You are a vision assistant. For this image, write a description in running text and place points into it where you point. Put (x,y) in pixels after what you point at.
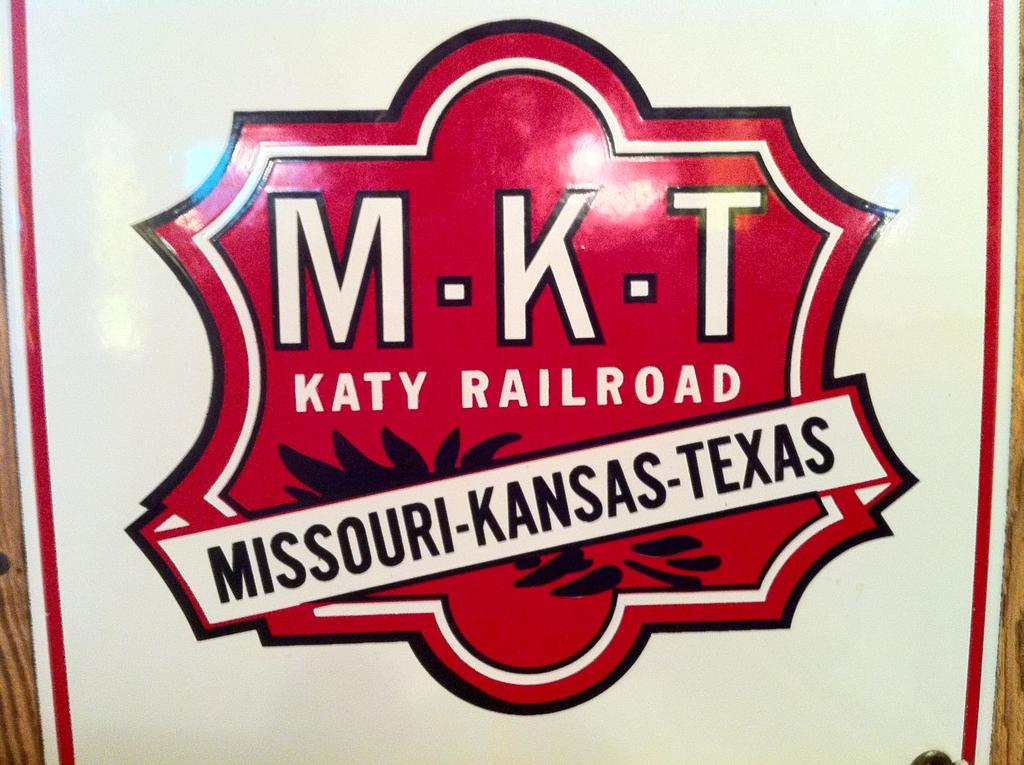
In this image in the foreground (519,560) there is a board (791,327), on the board (524,457) there is text (693,467).
